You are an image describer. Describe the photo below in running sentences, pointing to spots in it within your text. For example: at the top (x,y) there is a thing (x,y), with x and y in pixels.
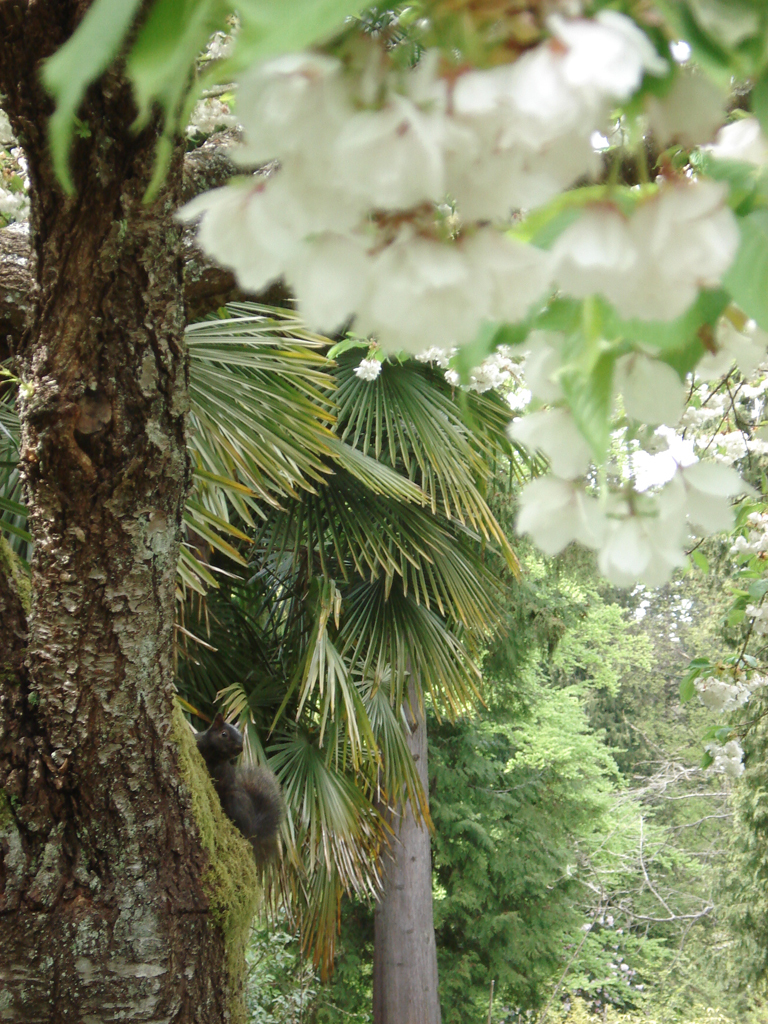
In this picture I can see bunch of flowers (467,107) with leaves (578,360), and in the background (457,531) there are trees (347,673).
